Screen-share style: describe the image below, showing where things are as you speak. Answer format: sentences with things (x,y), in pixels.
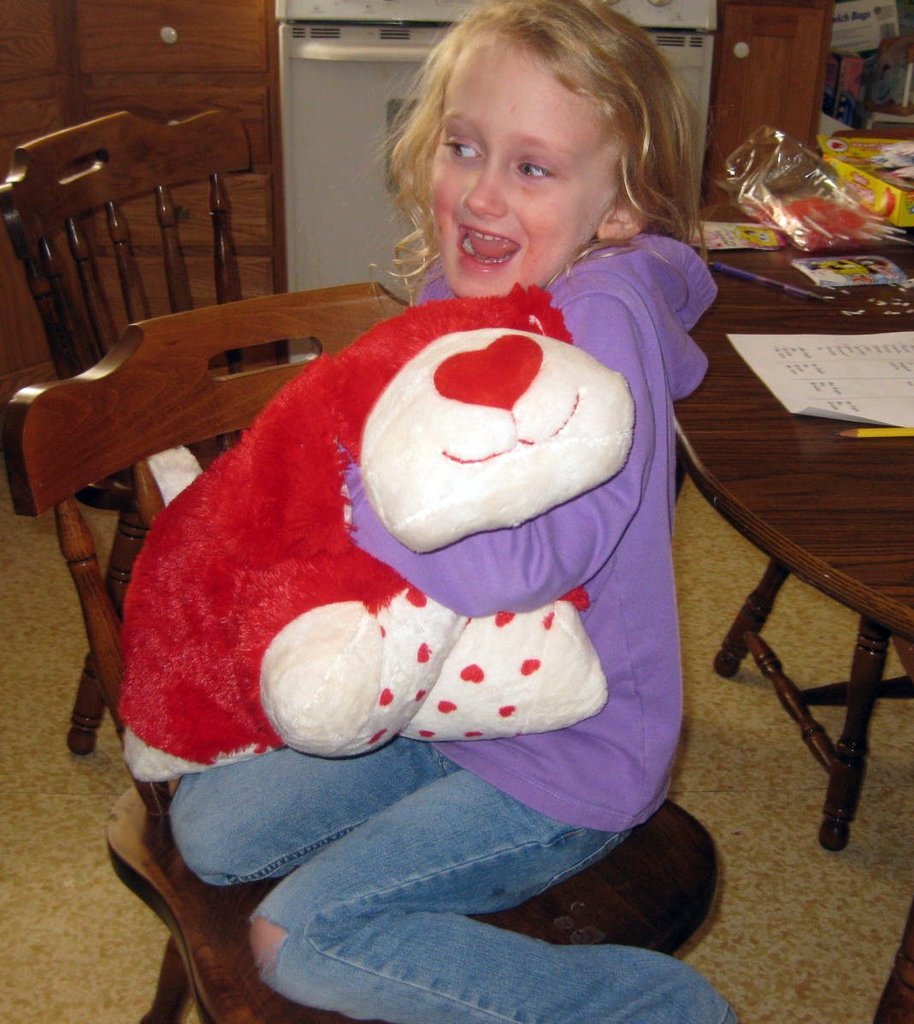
As we can see in the image, there is a girl (588,56) sitting on chair (81,545) and holding doll (411,510) in her hand (363,517). On the right side (767,539) there is a dining table (793,487). On dining table (860,445) there is a yellow colored pencil (869,435), paper (859,364) and some covers (871,267).
